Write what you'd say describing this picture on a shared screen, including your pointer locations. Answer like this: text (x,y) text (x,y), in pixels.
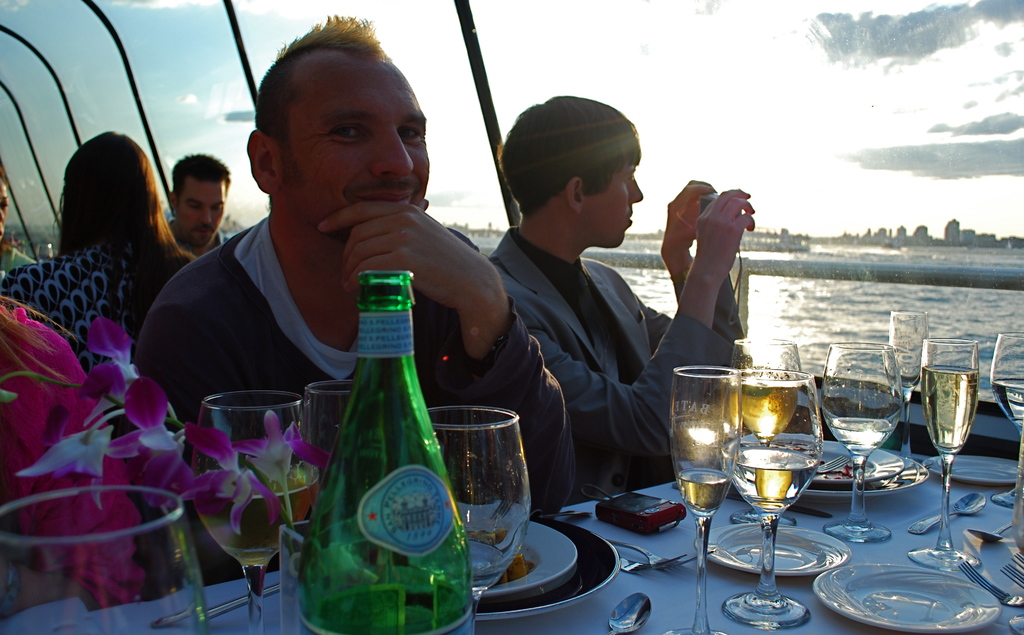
In this image I can see few persons (322,230) sitting. One person (599,280) is holding a camera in his hands (672,253). I can see few plates (882,612) and glasses (772,593) on the table (785,593). I can see the water surface (943,334). At the top (808,124) I can see clouds (901,152) in the sky (868,128). On the left side (135,480) I can see few flowers (71,469).
